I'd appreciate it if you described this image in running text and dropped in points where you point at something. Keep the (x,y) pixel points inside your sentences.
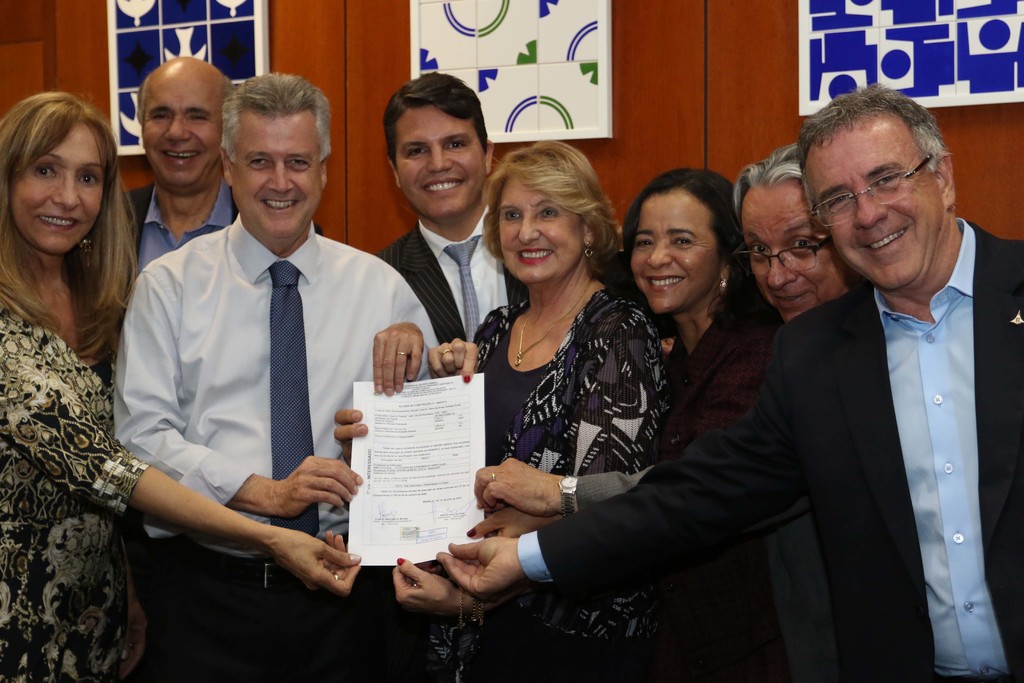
In the image few people (556,606) are standing and smiling and holding a paper (449,388). Behind them there is a wall (391,219), on the wall (787,13) there are some frames (987,42).
